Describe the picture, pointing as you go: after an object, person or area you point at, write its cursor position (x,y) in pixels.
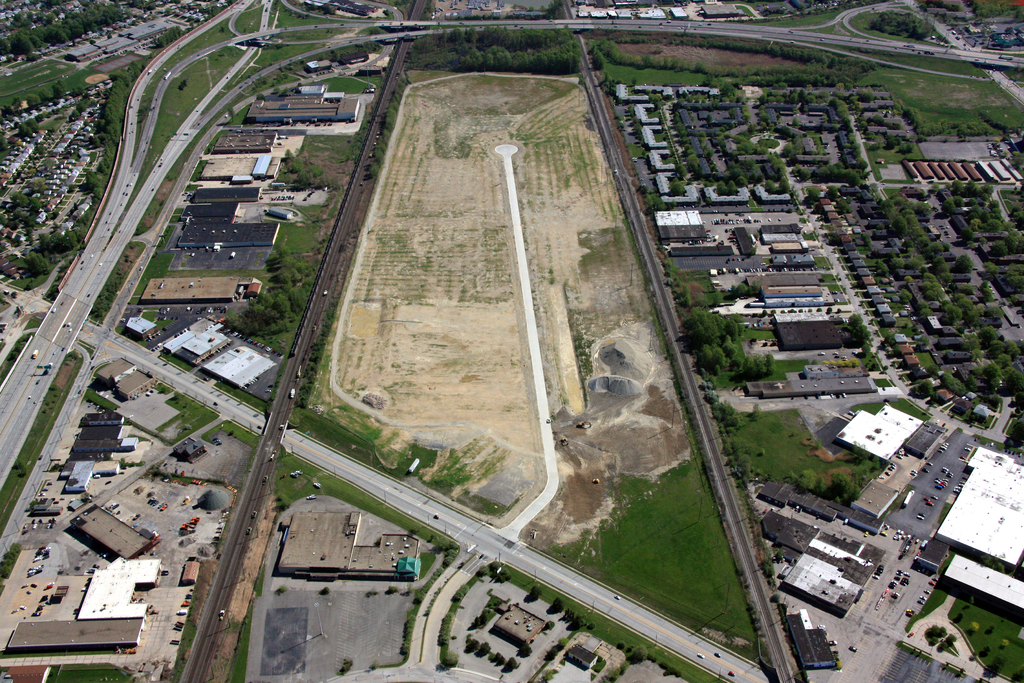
This image is taken outdoors. In this image there is a ground (506,446) with grass (592,541) on it and there are many roads (313,26). There are many buildings (794,506), houses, trees (90,183), plants (809,86) and vehicles (922,599) on the ground (130,512). A few vehicles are moving on the road (134,180) and a few are parked on the ground (921,103).
